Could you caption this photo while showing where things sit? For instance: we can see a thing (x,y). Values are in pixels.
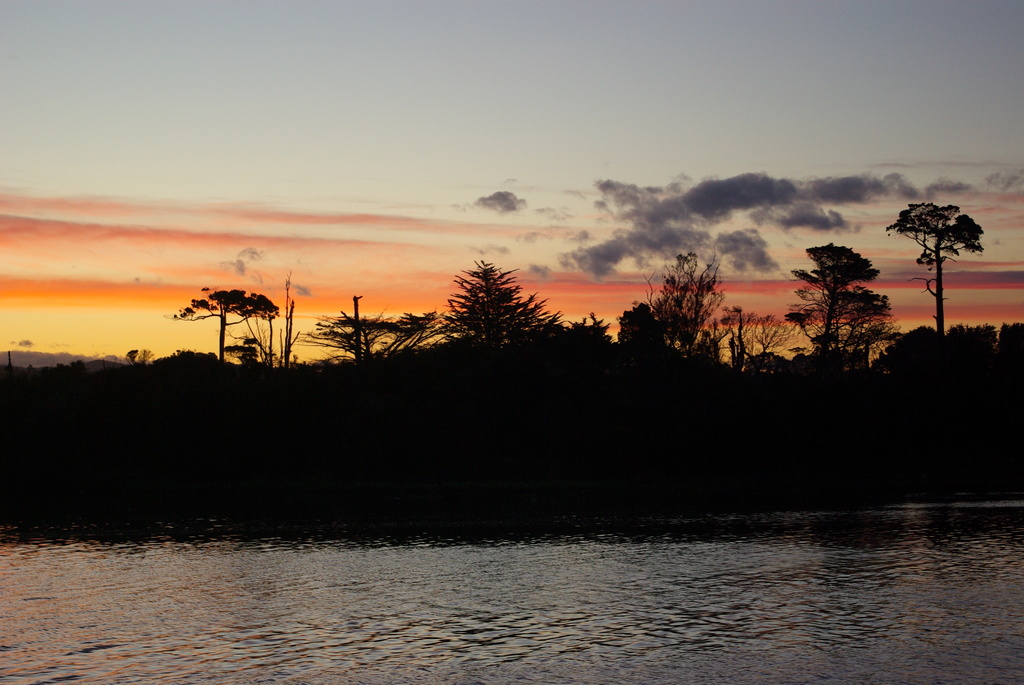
There is water (139,574). In the background (158,378), there are trees (677,297) and there are clouds (724,187) in the sky (228,106).
